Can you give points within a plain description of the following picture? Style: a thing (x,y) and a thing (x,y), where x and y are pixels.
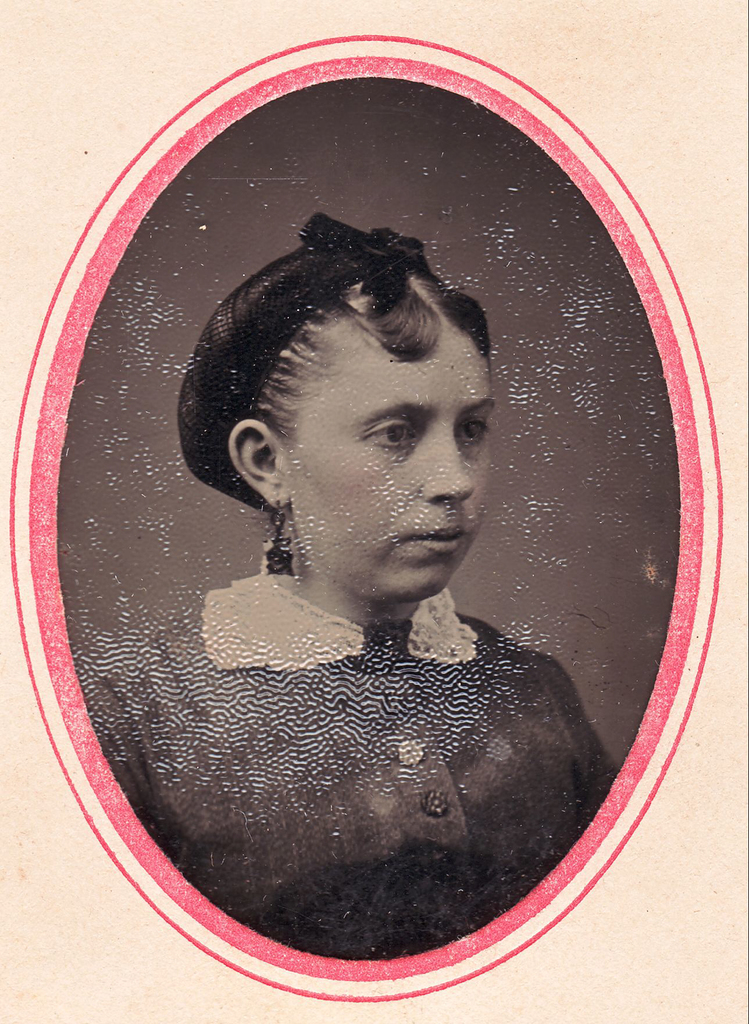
This image consists of a poster (457,575), frame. In the middle (342,535) there is a woman (359,509).
